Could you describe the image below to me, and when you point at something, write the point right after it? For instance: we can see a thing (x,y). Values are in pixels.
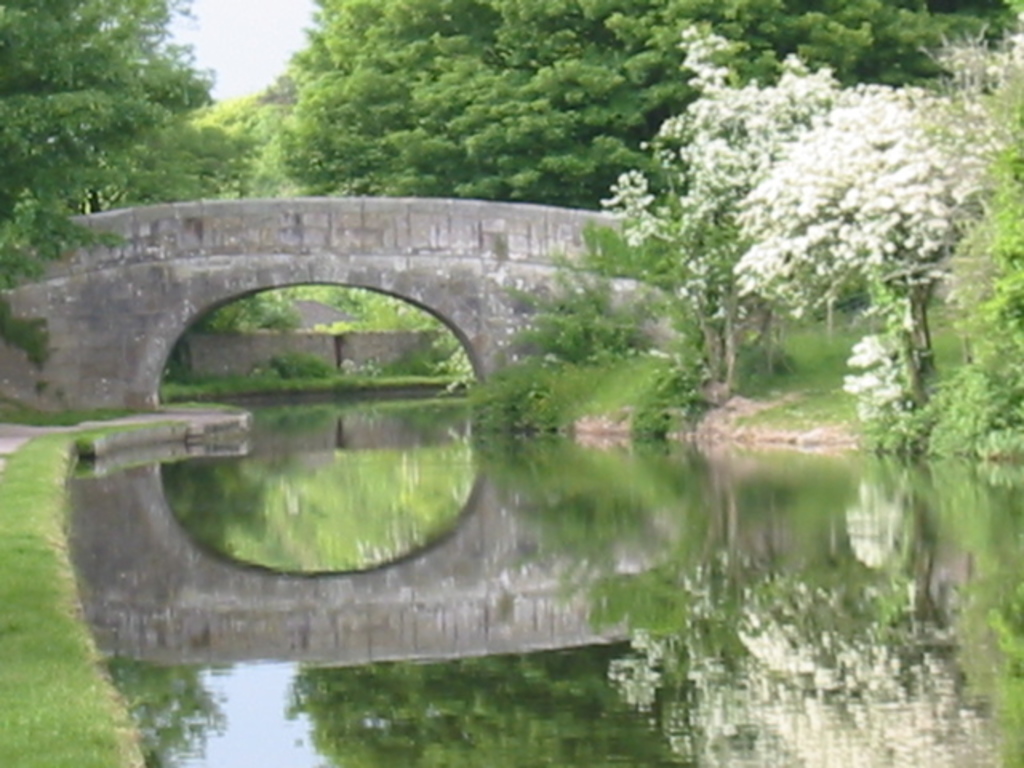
In this image I can see the water (475,627). To the right (817,264) I can see the white color flowers (804,259) to the trees (827,299). In the background (499,336) I can see the bridge (502,271), many trees (75,48) and the sky (227,22).
